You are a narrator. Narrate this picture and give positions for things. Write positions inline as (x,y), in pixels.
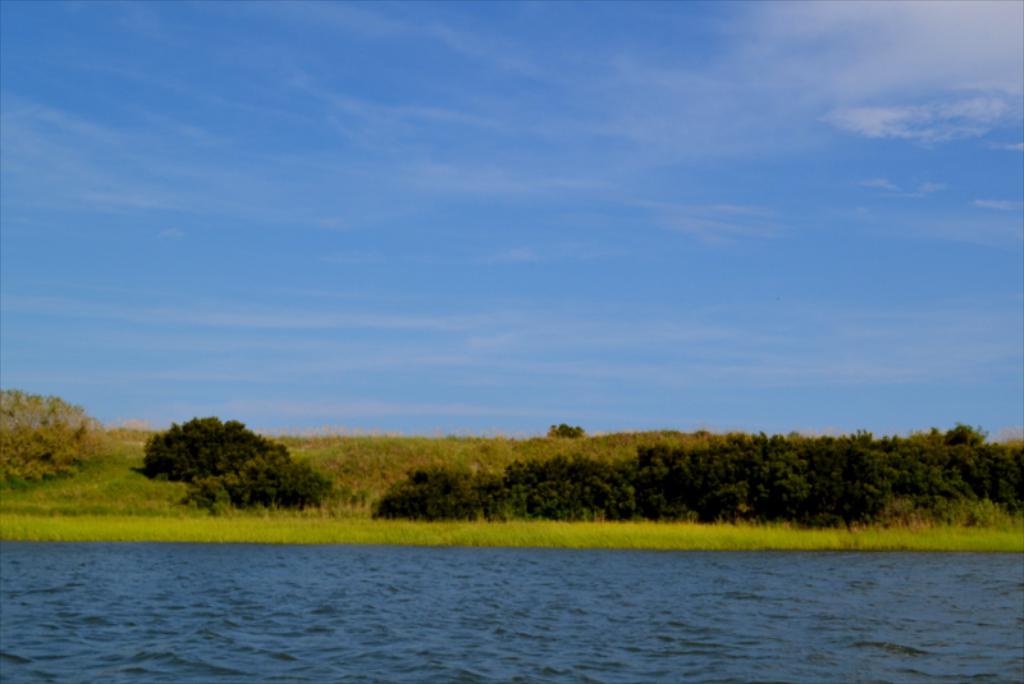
In this image, I can see the water (560,625). It looks like the grass (280,532). These are the trees (551,478). At the top of the image (396,140), I can see the sky (629,183) with the clouds (515,196).
